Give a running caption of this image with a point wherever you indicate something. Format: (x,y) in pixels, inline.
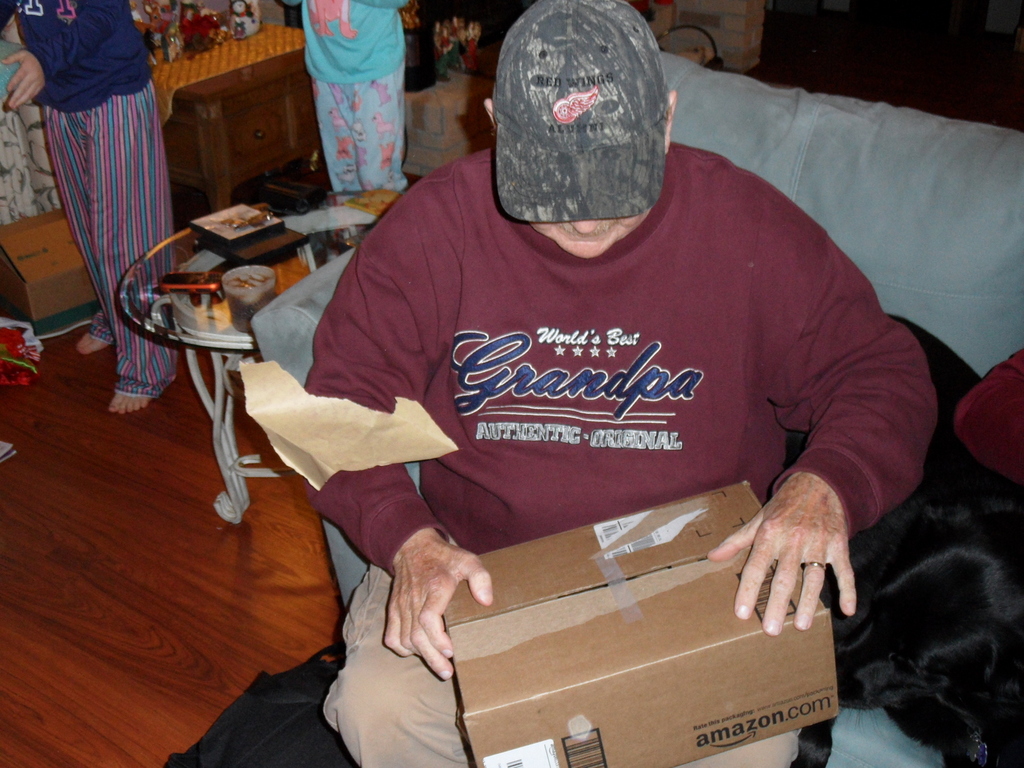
In this picture, In the middle (461,341) there is a man (804,418) sitting and he is holding a brown color box (697,670), In the right side (983,316) there is a light blue color sofa (876,209), In the left side (203,338) there is a table (214,330) which is in white color, In the background (363,119) there are some people (347,118) standing.
